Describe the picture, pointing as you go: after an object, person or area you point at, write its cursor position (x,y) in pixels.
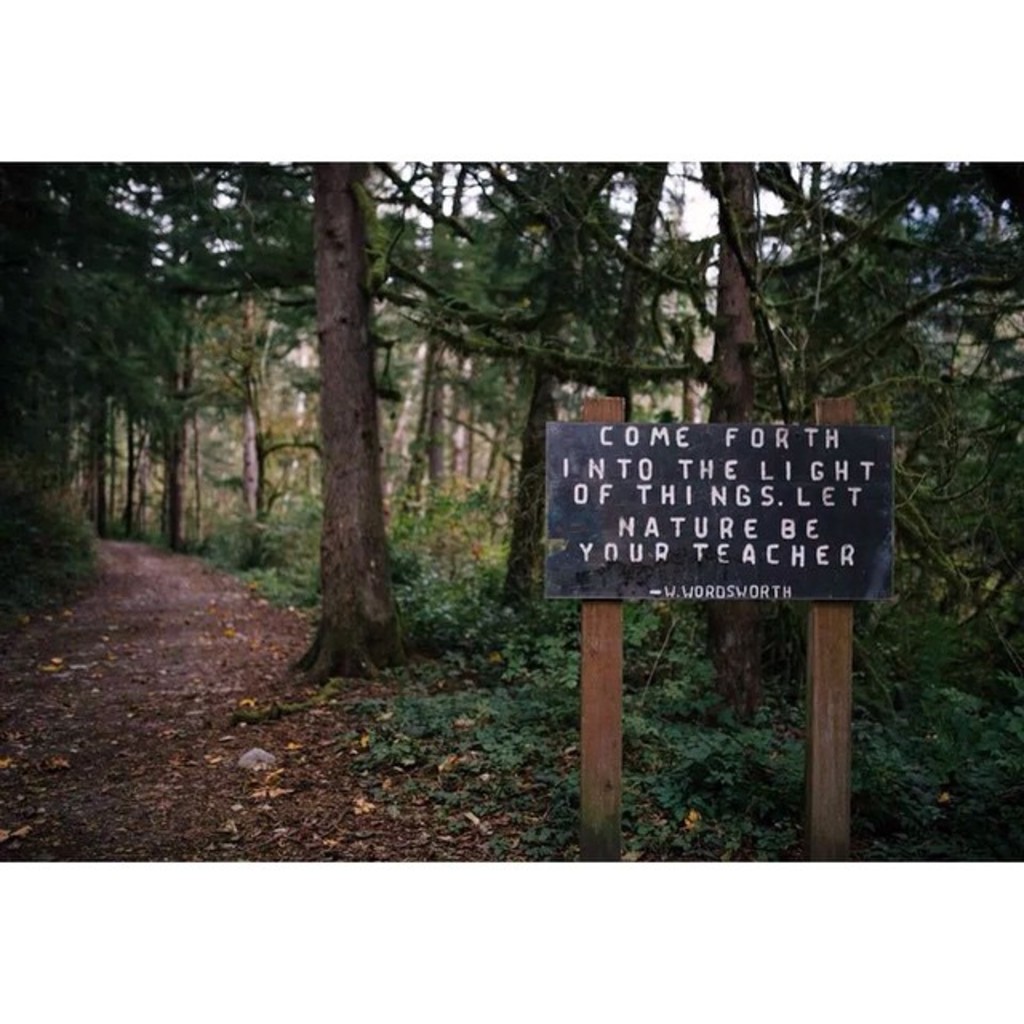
As we can see in the image there is a sign board (676,531), trees (529,320) and sky (681,197).
